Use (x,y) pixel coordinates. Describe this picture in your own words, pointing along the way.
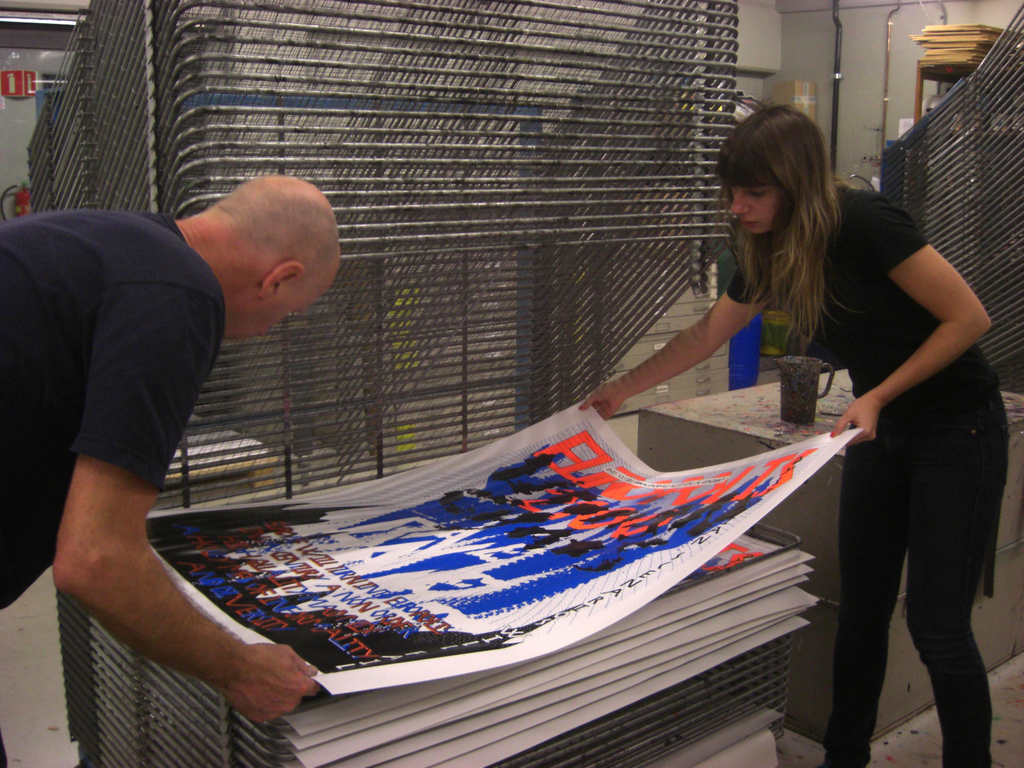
In this picture there is a woman (884,352) who is wearing black dress (870,543). She is holding the paper (592,491). On the left (216,290) there is a man (151,338) who is wearing shirt (17,373). In the background (441,331) we can see the steel partition (528,193).
